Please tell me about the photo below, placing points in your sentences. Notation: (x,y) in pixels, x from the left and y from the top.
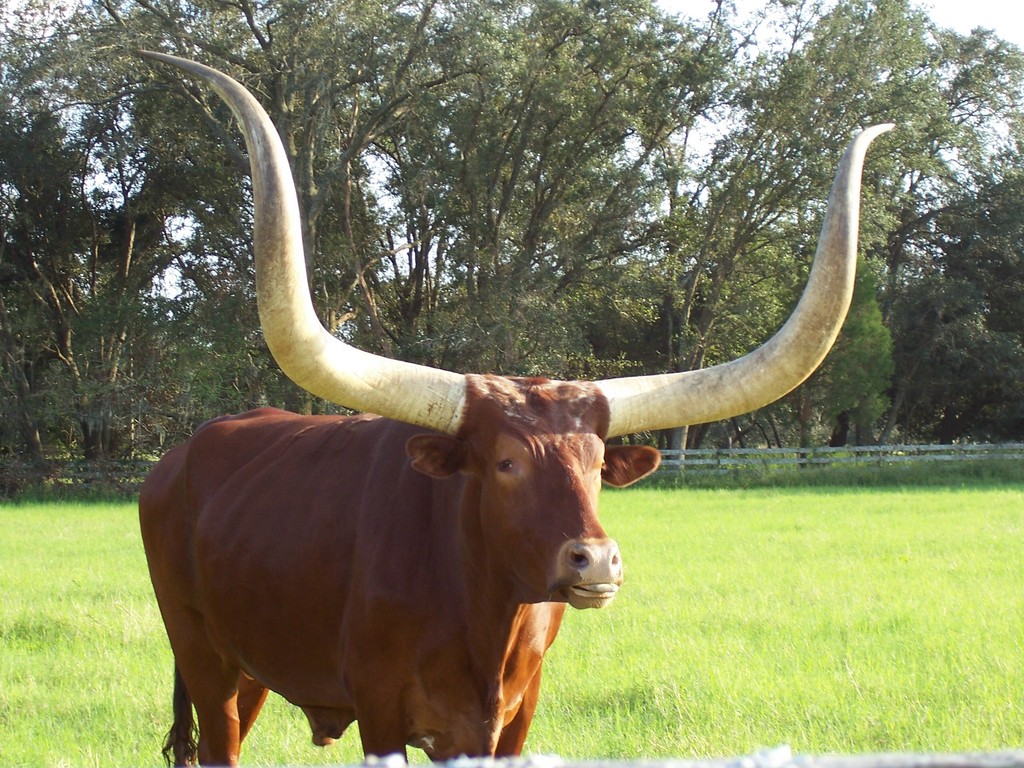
In this image there is an animal (363,617) standing on the grassland (647,640) having a fence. Background (177,177) there are few trees (726,41). Behind there is sky (708,127).
